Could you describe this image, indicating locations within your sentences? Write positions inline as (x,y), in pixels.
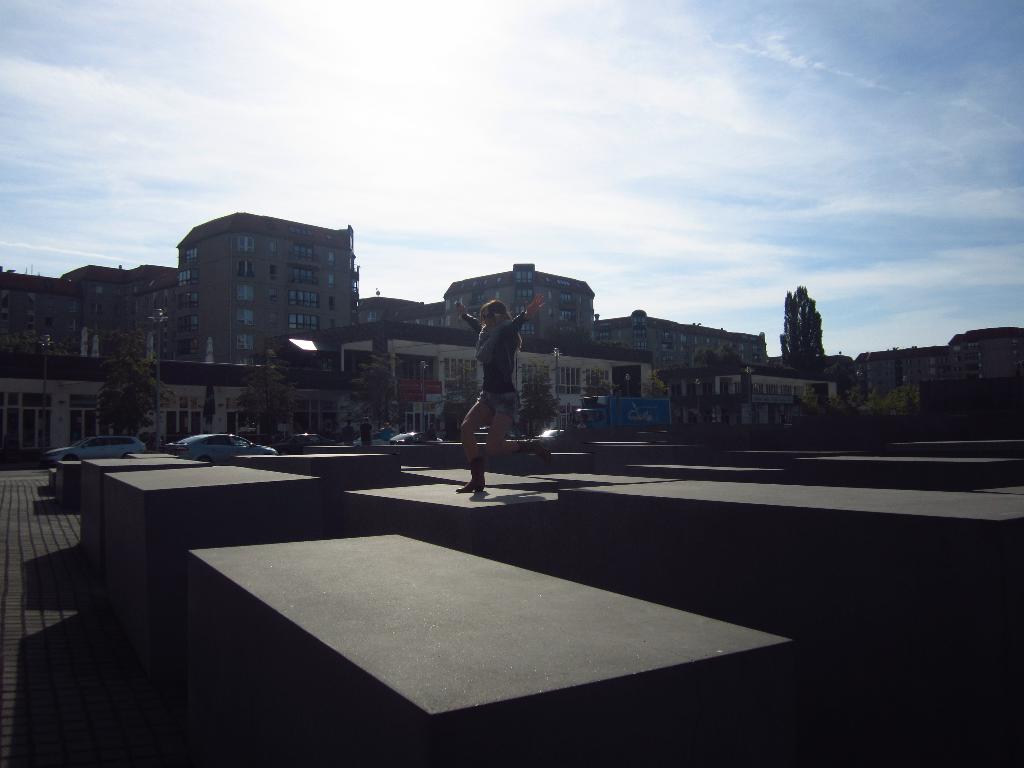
In this picture there is a person (481,324) and we can see blocks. In the background of the image (112,439) there are people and we can see vehicles (602,404), trees (106,421), buildings (586,337) and sky (566,194).
